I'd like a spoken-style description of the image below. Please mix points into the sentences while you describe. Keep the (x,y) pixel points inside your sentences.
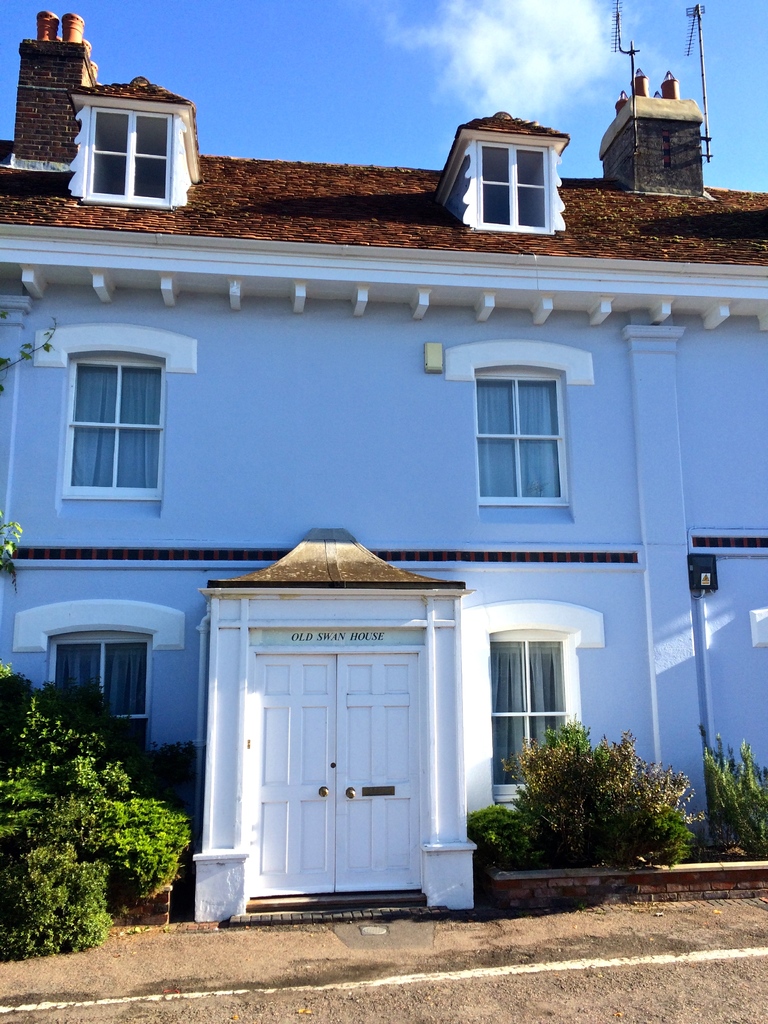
In this image there is a big building (376,768) with white door (402,721) and glass windows (120,456) in front of that there are so many plants (555,749).
